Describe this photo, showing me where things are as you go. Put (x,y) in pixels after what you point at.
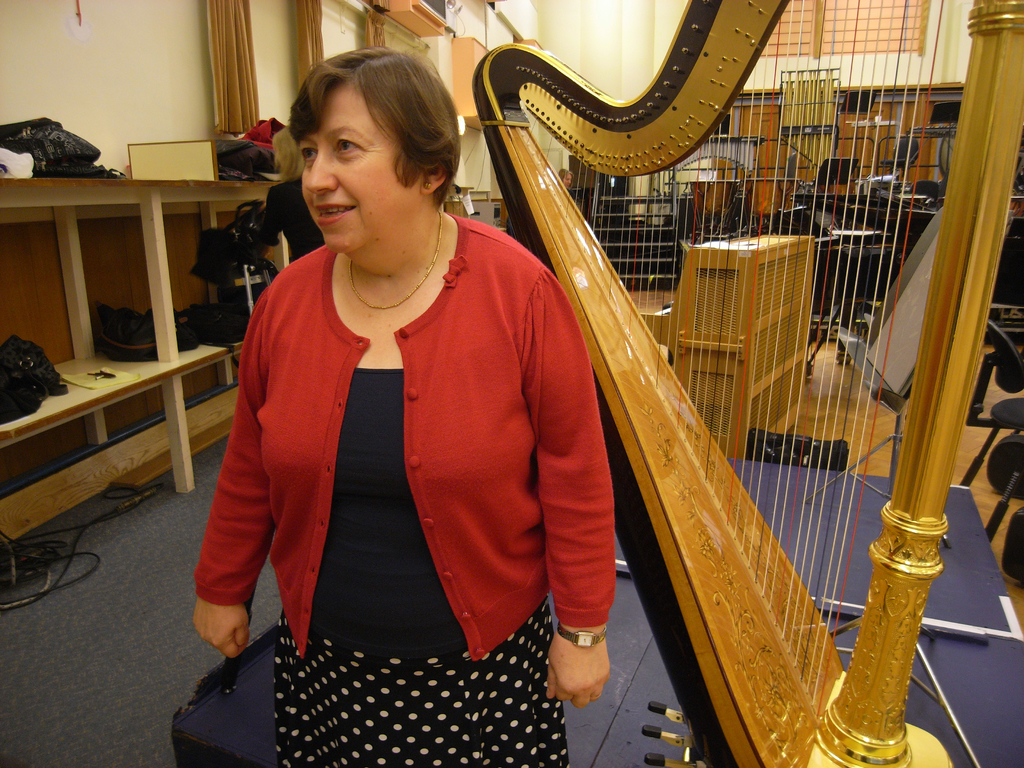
There is a lady (347,443) wearing watch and chain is standing. Near to her there is a musical instrument (870,601). On the left side (179,369) there is a cupboard (115,237). On that there are many items (238,172). Also there are curtains (297,34) on the wall (347,27). In the background (797,138) there are many items (801,182).
